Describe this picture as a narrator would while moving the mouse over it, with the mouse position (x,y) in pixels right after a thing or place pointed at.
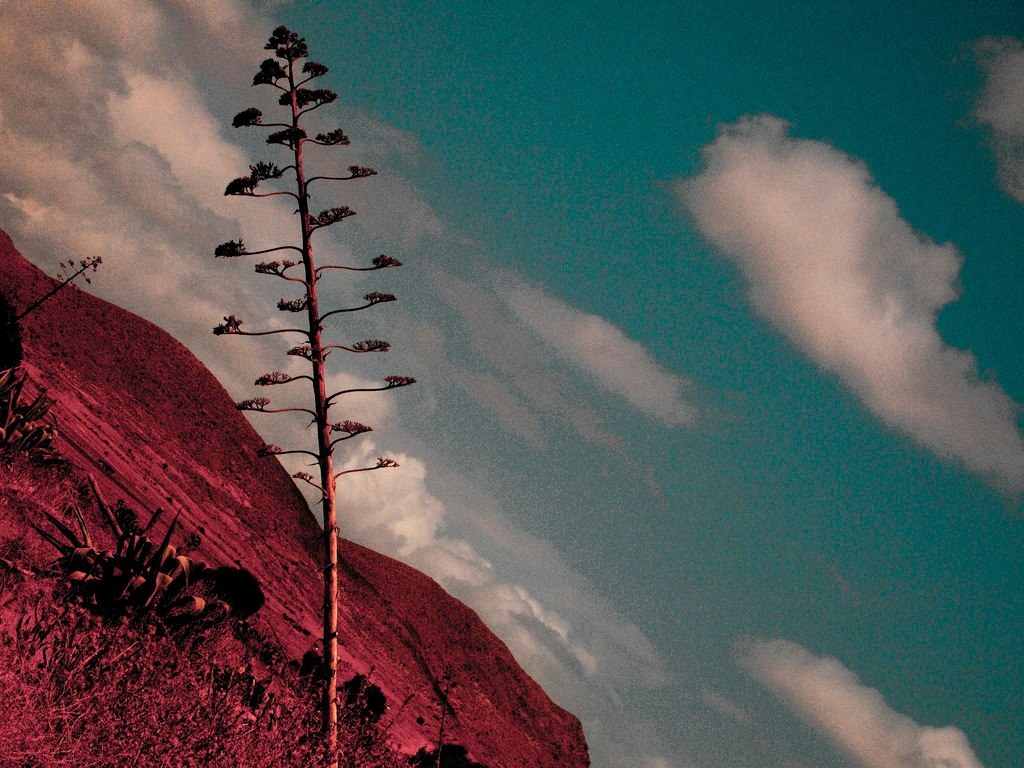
In this image we can see some plants (88,590), grass (31,640) and mountains (211,408), in the background (646,270) we can see the sky (542,528) with clouds (472,556).
